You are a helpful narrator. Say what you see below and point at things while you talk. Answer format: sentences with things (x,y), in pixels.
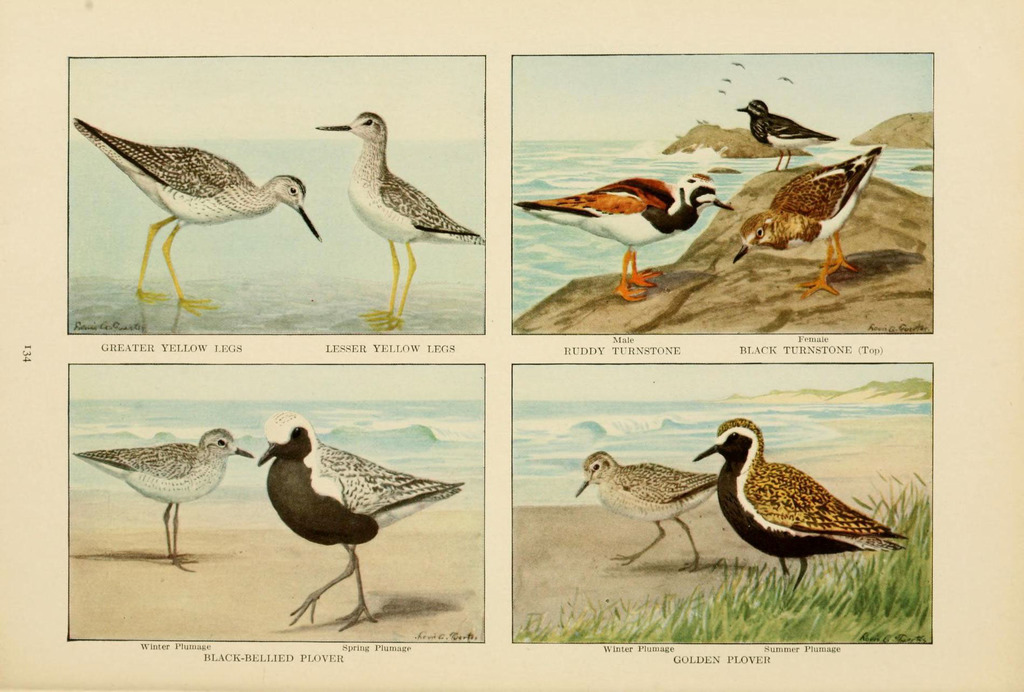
In this picture there is an object (993,276) which seems to be the poster (24,233) on which we can see the text (137,348) and numbers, and the depictions of birds (211,178), we can see the depictions of the water bodies (525,198), rocks (839,285), sky (707,379) and the grass (745,593).
